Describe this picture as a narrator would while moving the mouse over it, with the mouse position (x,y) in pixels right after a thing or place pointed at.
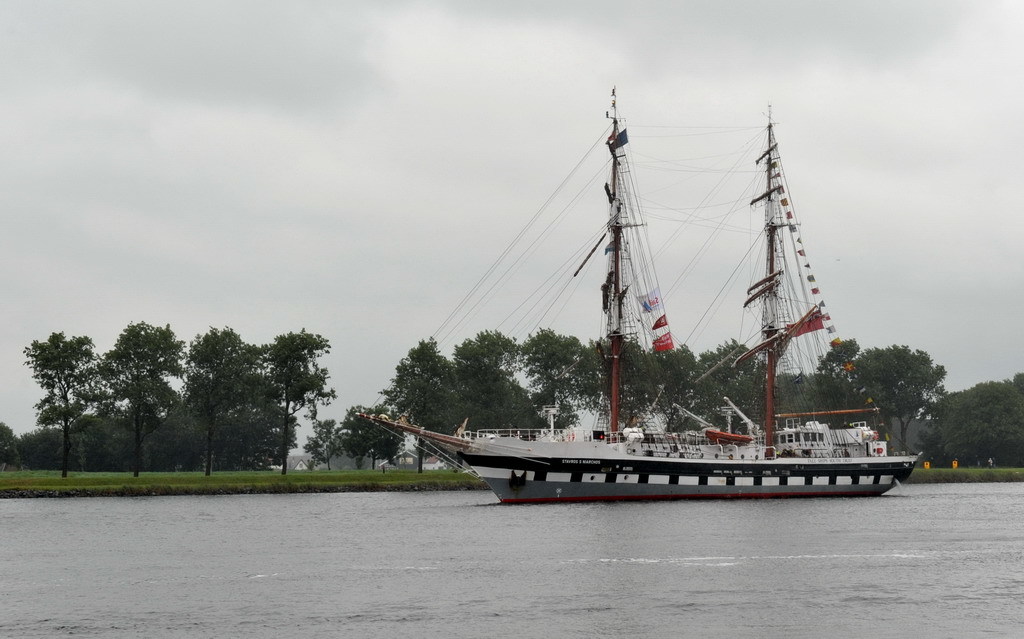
In this picture I can see at the bottom (610,589) there is water (509,571), in the middle (630,424) there is a ship (698,463). In the background (540,425) there are trees (537,421), at the top (556,80) there is the sky (530,108).
